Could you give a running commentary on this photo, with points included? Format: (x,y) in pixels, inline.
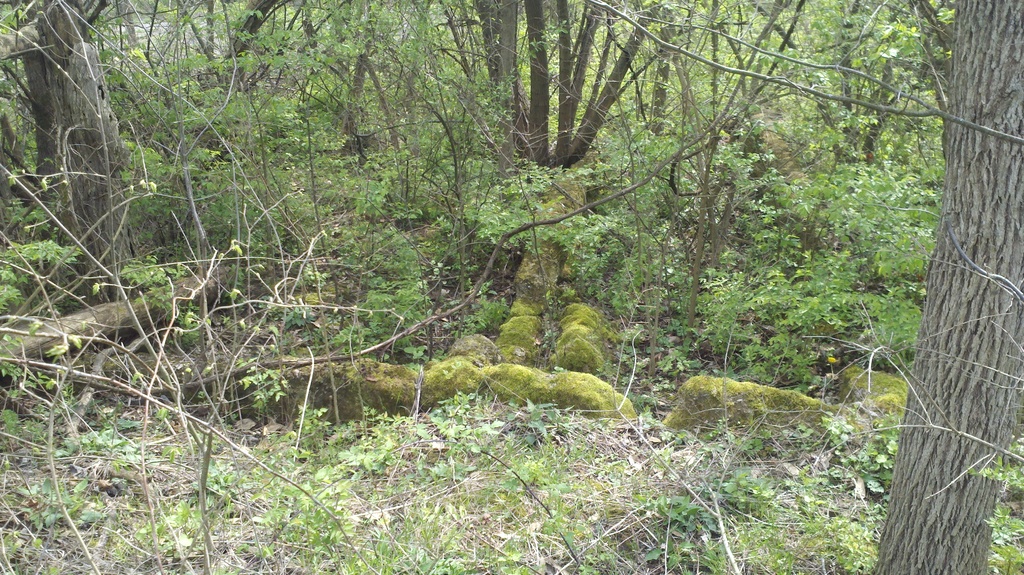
In this picture I can see the trees (281,238) in this image.
